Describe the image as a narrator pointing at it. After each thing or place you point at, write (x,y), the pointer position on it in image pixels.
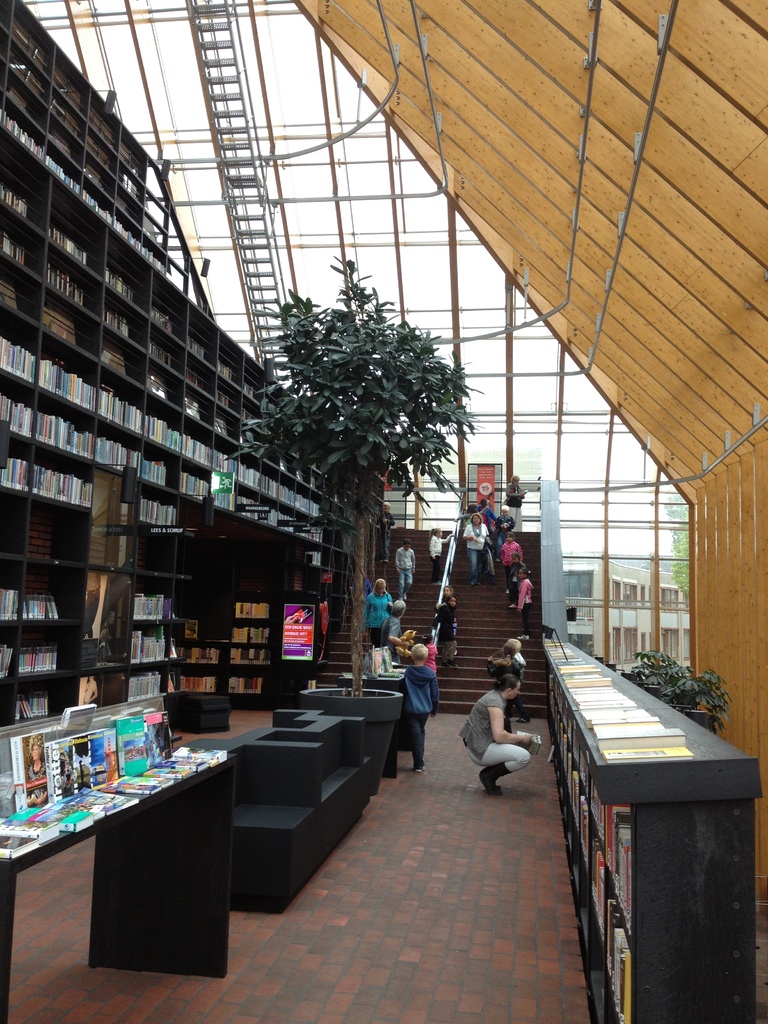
In the center of the image (477,534) we can see people (473,522) standing on the stairs (423,620) and there is a lady (496,758) sitting on the ground (527,828). On the left (183,685) there are books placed in the shelf (235,416). In the center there are tables (566,794). At the top (371,307) there is a roof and we can see trees (364,382).
